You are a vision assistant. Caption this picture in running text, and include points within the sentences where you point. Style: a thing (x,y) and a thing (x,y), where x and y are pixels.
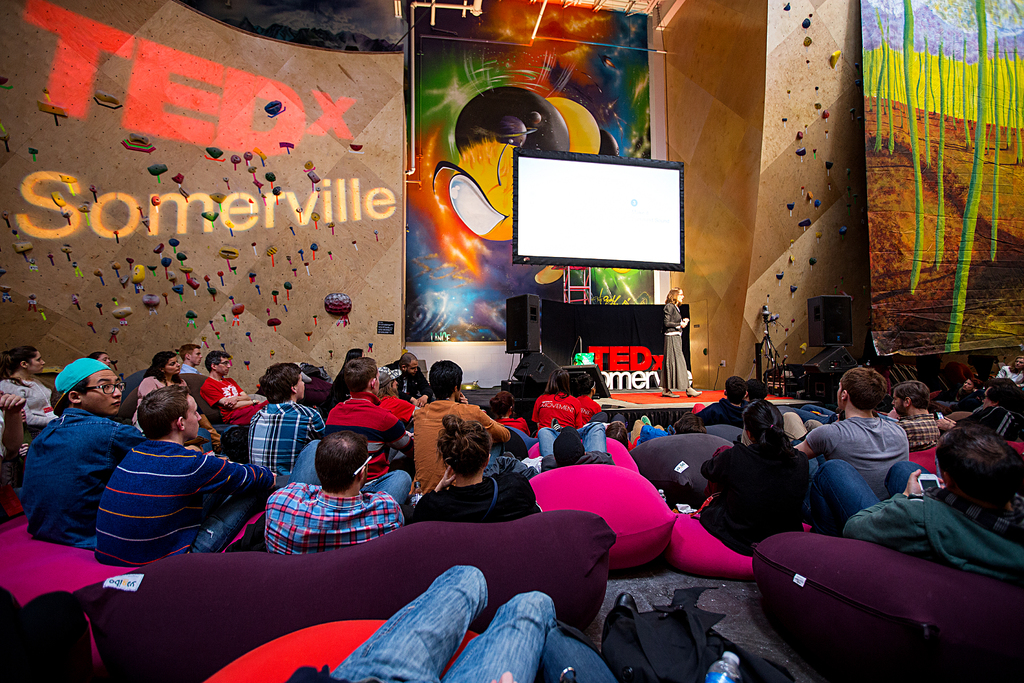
In this image I can see many people (275,525) are sitting facing towards the back side (301,516). In the background (676,317) there is a woman (676,331) standing on the stage (629,398). At the back of her there is a screen (619,227) and speakers (537,370). In the background (568,79) there is a wall (706,67) on which few posters (944,203) are attached.
